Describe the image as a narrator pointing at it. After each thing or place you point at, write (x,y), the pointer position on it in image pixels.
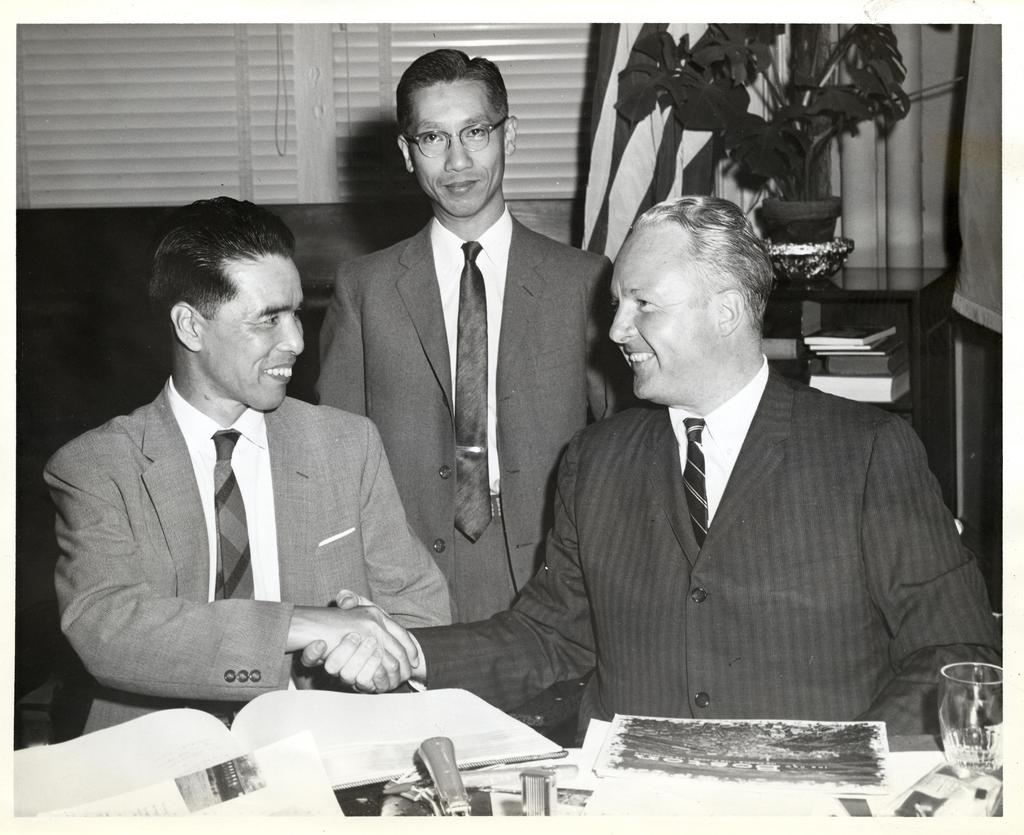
In this picture we can see three people (722,384), they are smiling, they are wearing ties (692,497), here we can see a glass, books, papers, table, houseplant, flag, curtain (846,142) and some objects (888,318).
